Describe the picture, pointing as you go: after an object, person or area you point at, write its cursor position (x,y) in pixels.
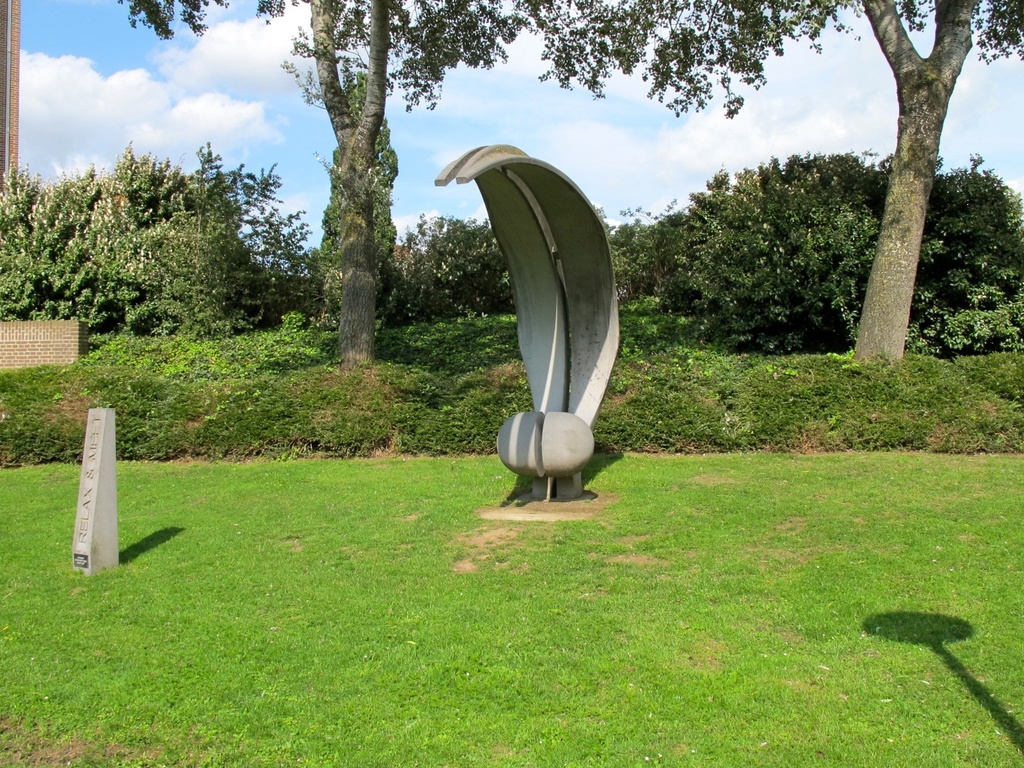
In the image there is a garden (508,646) and there is a stone (91,536) and a sculpture (598,243) in the garden (353,534), in the background (133,367) there are plants (313,367) and trees (339,213).
